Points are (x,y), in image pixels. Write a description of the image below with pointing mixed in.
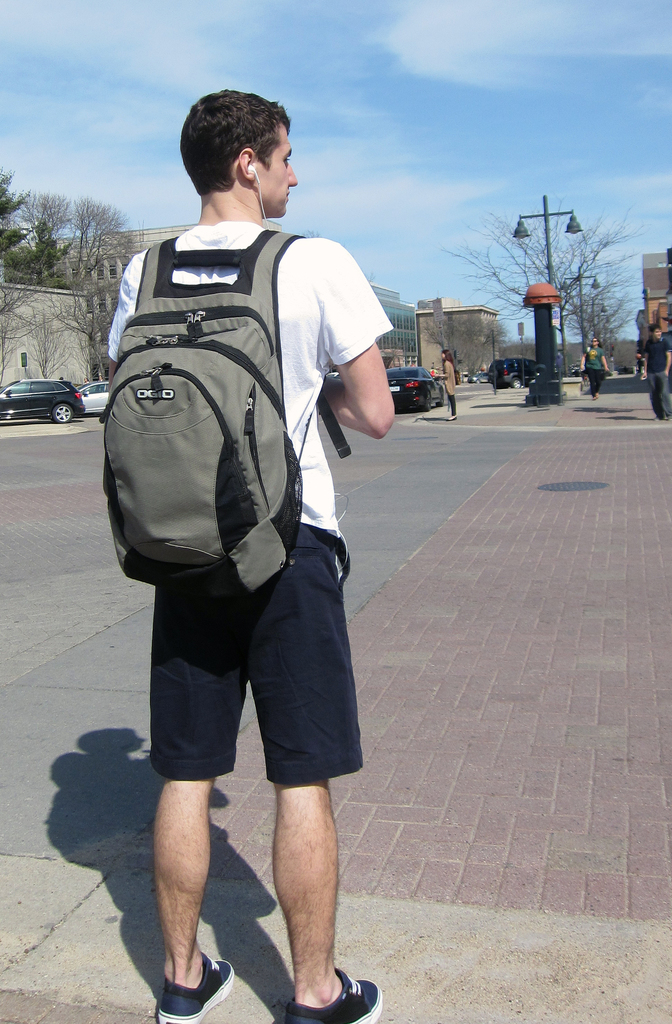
This person (281,725) standing and wear bag (226,410). A far few persons (658,386) are there. We can see vehicles (35,386) on the road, buildings (68,304), trees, sky (451,138), pole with light (520,225).
